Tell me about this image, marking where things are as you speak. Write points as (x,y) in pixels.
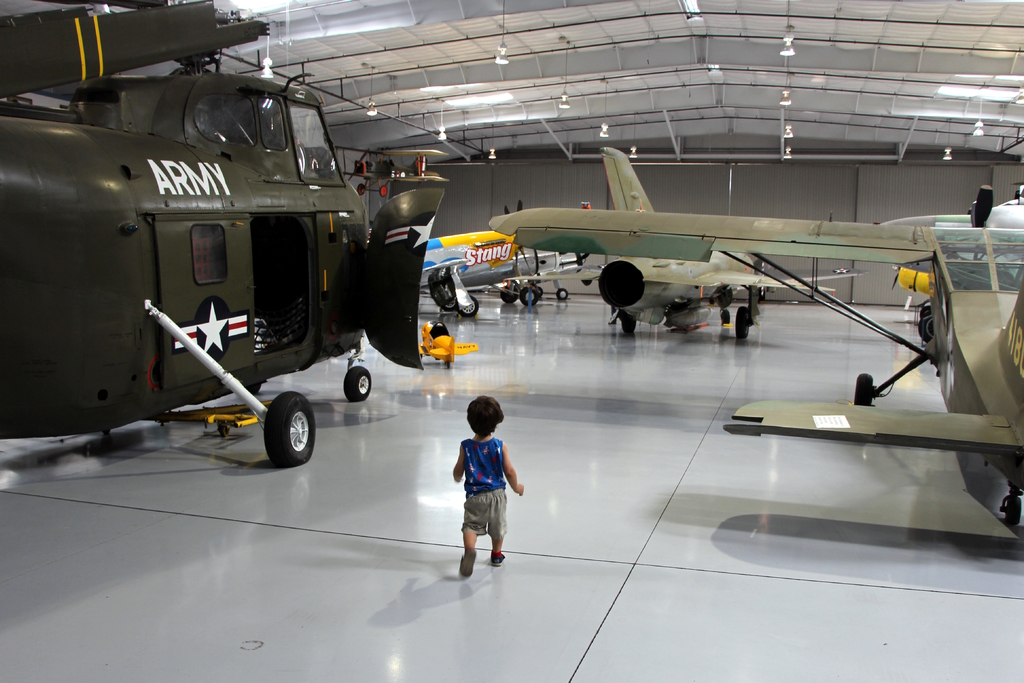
In this image, I can see a kid (504,558) walking on the floor (525,485). On the left side of the image (119,360), It looks like a military helicopter (248,339) and there are aircrafts (689,270). At the top of the image (793,152), I can see the lamps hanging to the ceiling (792,119).
